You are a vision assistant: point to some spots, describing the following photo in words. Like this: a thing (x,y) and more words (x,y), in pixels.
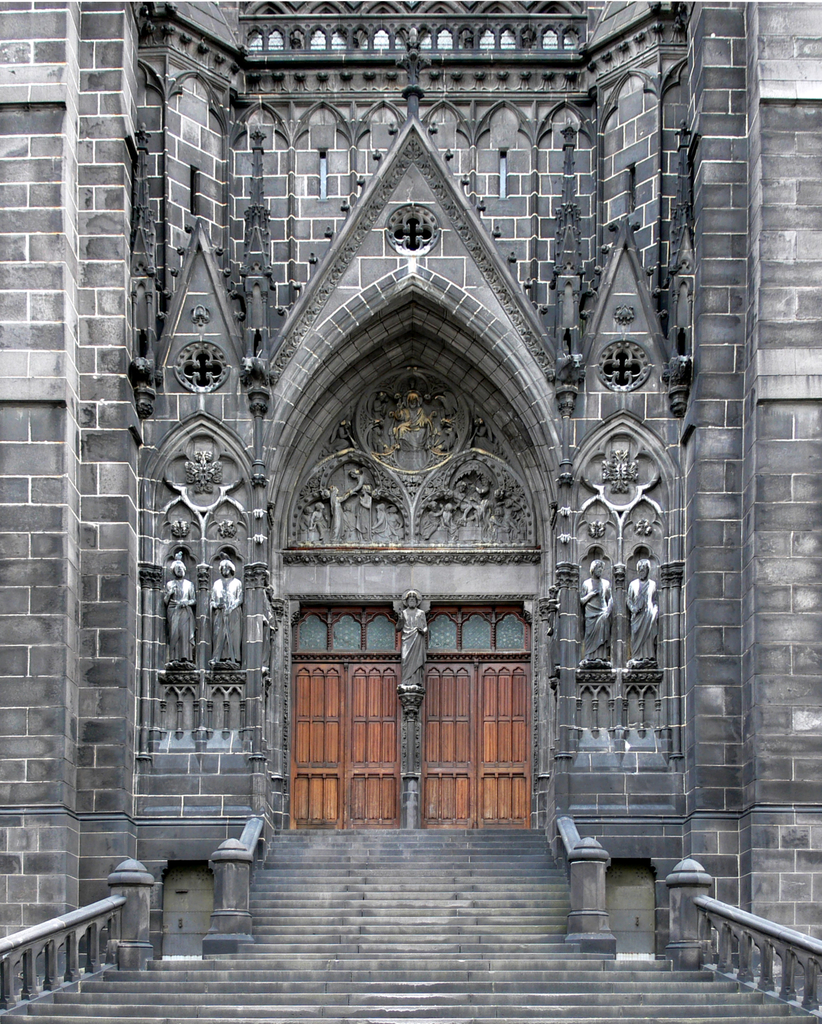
In this image I can see a building (529,326) in gray color, in front I can see a wooden door (485,728) in brown color.
